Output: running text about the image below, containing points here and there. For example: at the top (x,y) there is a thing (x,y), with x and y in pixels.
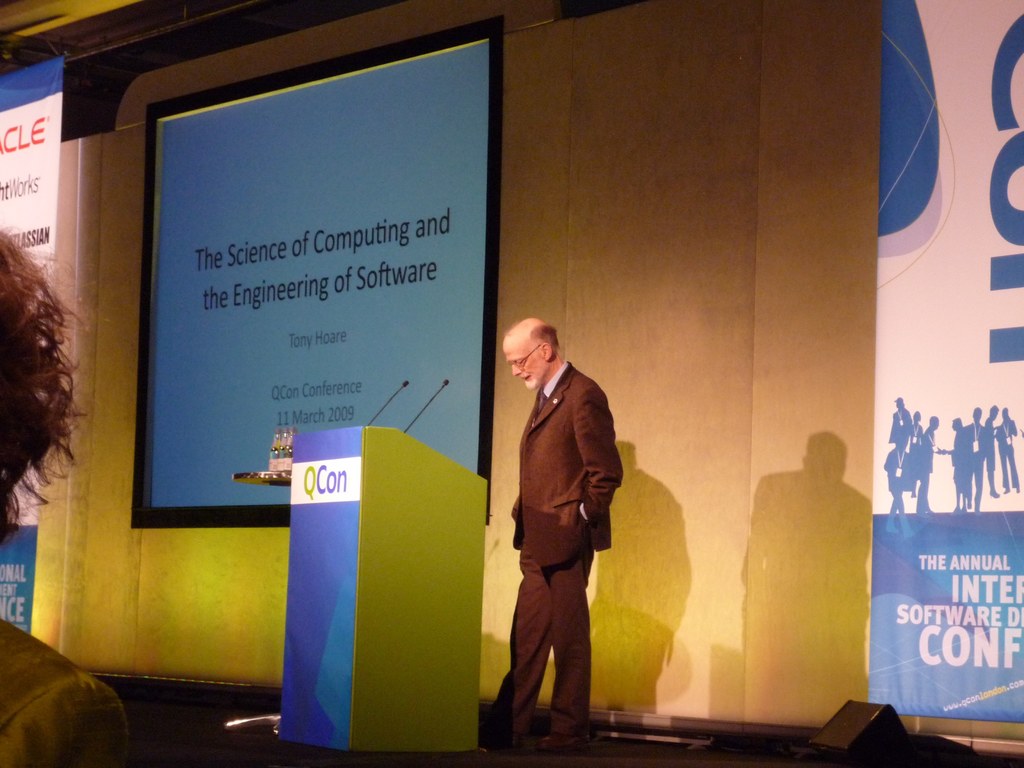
In this image there is a person (114,751) in the left corner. There is a poster (961,122) in the right corner (960,654), There is a person (559,400), tables (312,502) with some objects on it, mikes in the foreground (403,584). And there is a wall (88,386) with screen (135,491) and some posters (59,62) in the background (395,184). And there is a roof (51,1) at the top (214,30).
